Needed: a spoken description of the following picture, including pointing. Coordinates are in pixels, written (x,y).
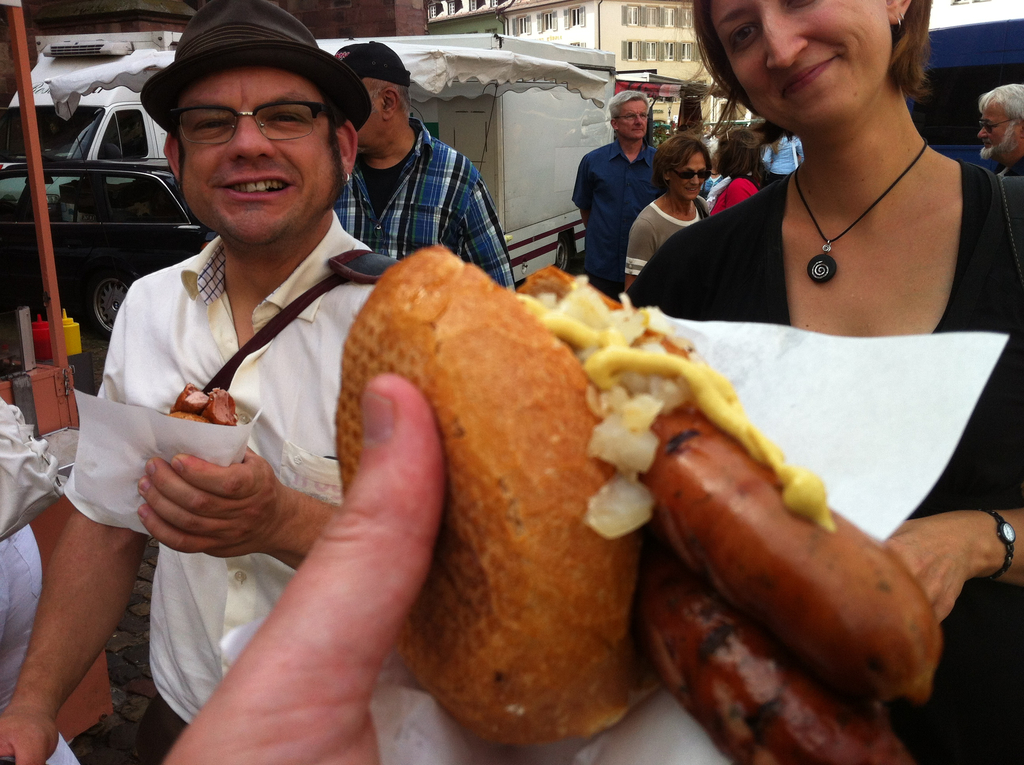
In this image there is a hand (317,613) holding food item (662,597), in the background (274,272) there are people (488,230) standing and there are stalls (664,96) and buildings (473,31) and cars (106,232).
